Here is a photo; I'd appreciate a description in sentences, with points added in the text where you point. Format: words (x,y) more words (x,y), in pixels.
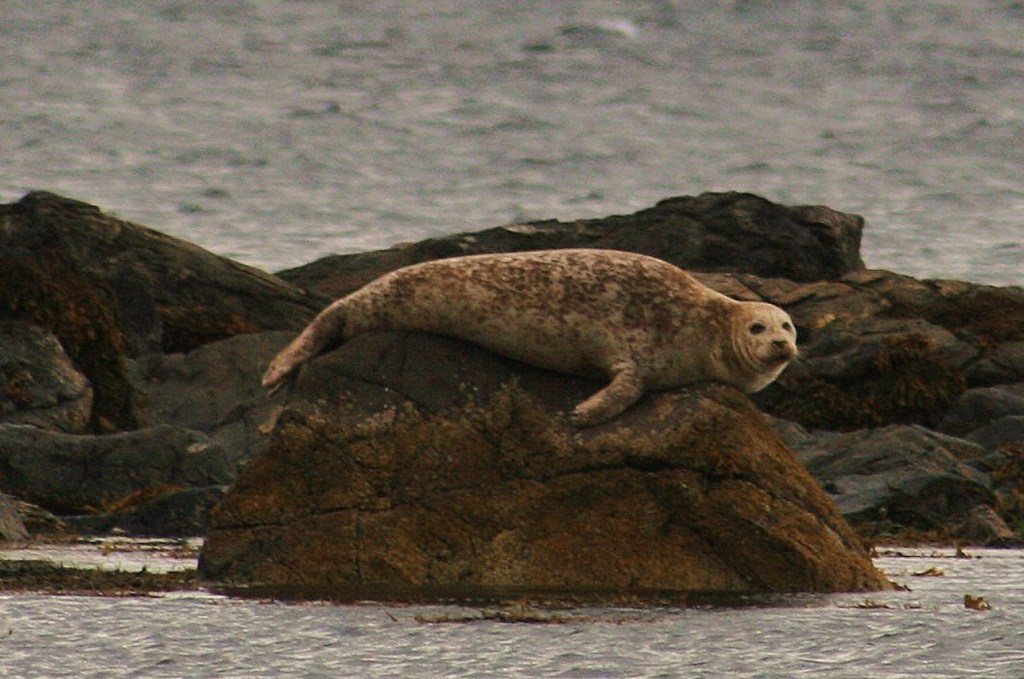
In the center of the image (476,327) we can see seal (594,324) on the rocks (454,475). In the background (411,94) we can see water (97,137). At the bottom (335,625) there is water (667,639).
